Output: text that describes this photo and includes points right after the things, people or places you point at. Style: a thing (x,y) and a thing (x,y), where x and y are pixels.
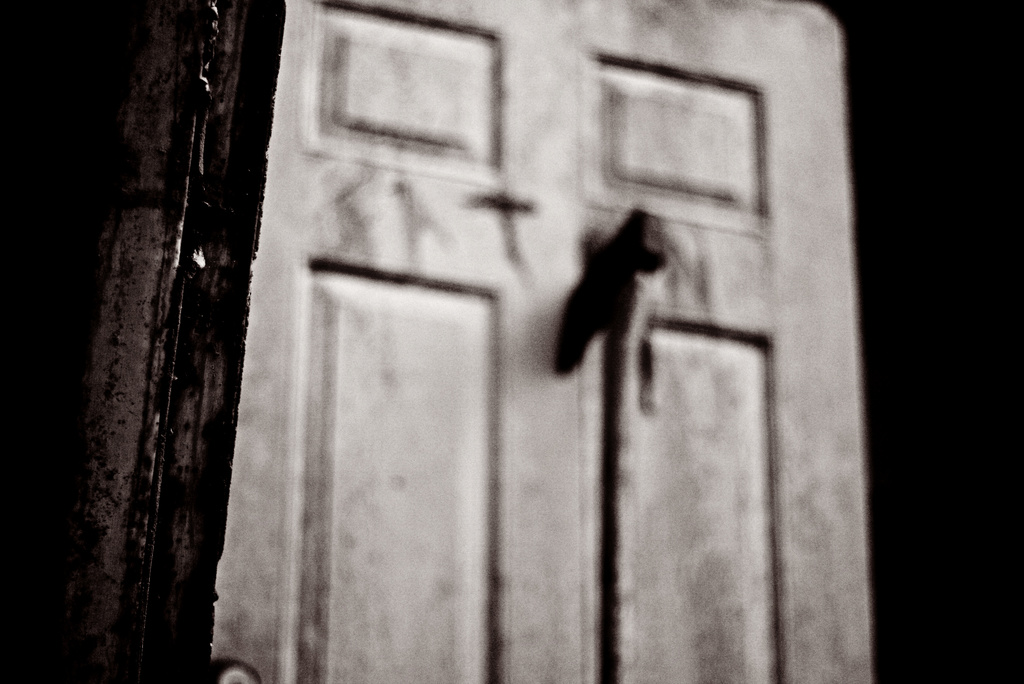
In this picture we can see a door (349,138) and in the background (905,217) it is dark.
